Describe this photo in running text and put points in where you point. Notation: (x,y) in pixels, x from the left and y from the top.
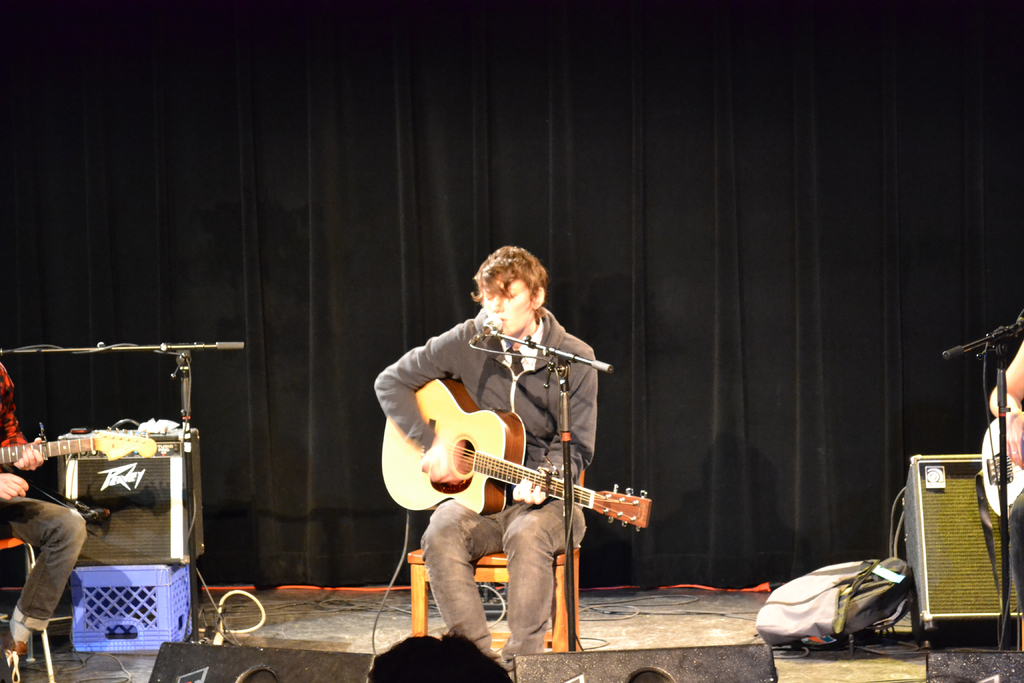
This picture describes about group of people (429,433) they are all playing guitar (608,501) in front of microphone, in the background (677,503) we can find speaker (186,514), baggage (865,612) and curtains (687,202).
